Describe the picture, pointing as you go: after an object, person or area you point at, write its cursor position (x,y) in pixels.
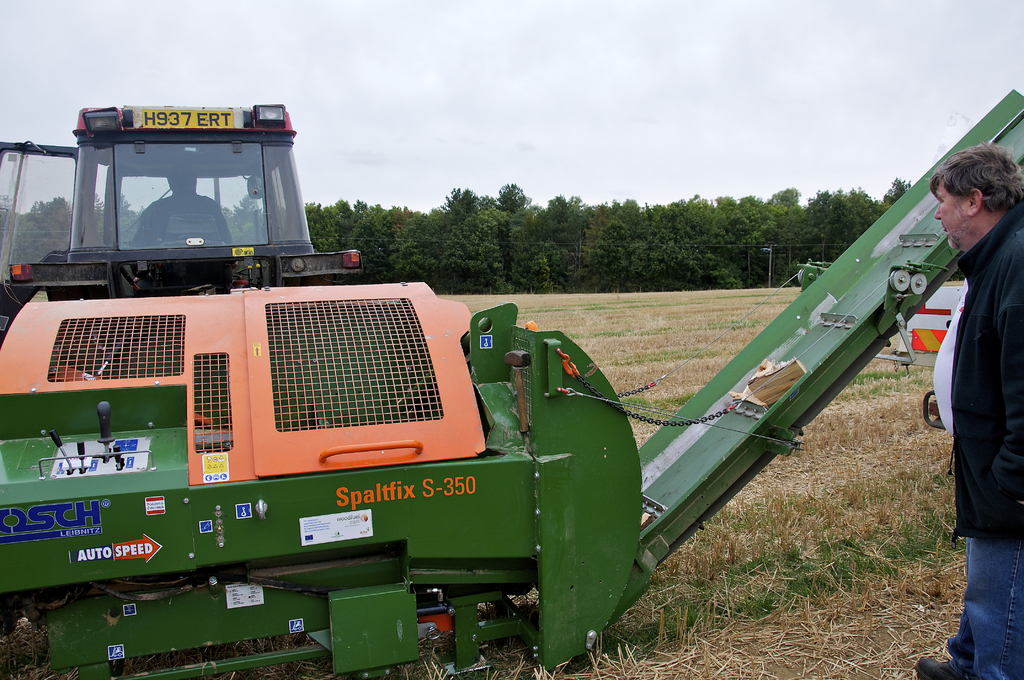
In this image I can see a person (959,397) wearing white shirt (948,371), black jacket (967,413) and blue jeans (973,576) is standing and I can see a vehicle (434,485) which is green, orange and black in color on the ground (649,337). I can see some grass (667,324), few trees (648,241) and the sky (649,124) in the background (637,113).
